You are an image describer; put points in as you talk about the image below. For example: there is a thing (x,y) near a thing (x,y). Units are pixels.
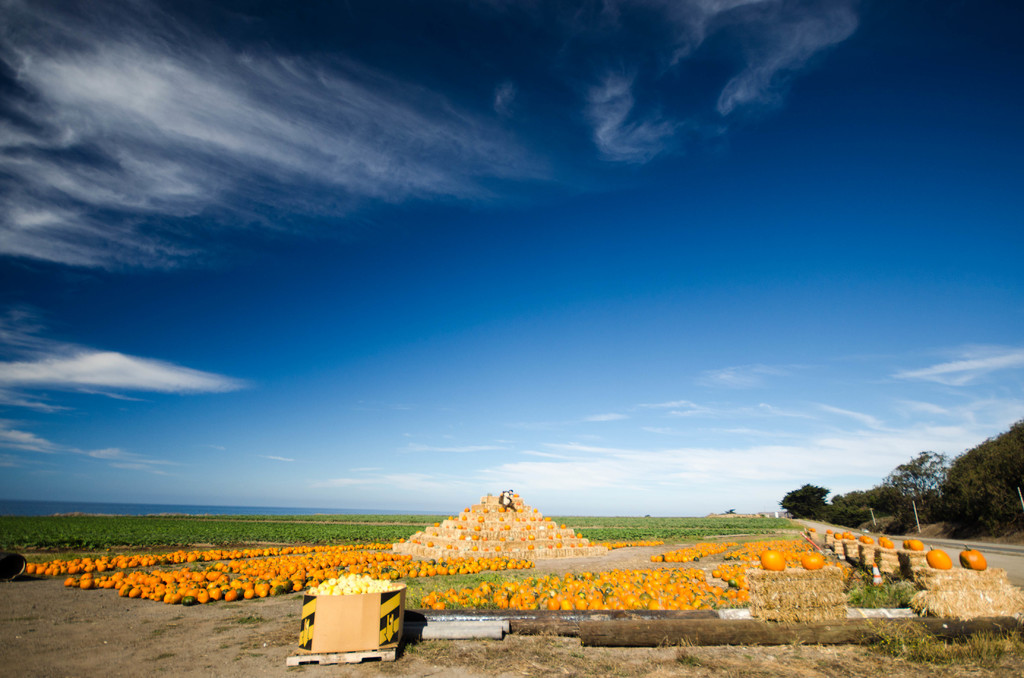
In this image there are few pumpkins (319,565). On the land (231,618) there is a box (350,604) having few items (353,586) in it. Beside there are few wooden trunks (738,643). On the grass bundles (938,603) there are few pumpkins (963,562) which are kept beside the road (1004,559). Left side (89,538) there are few plants (220,518). Right side (999,529) there are few trees (1004,465). Top of image (774,175) there is sky (506,295) with some clouds (332,138).
